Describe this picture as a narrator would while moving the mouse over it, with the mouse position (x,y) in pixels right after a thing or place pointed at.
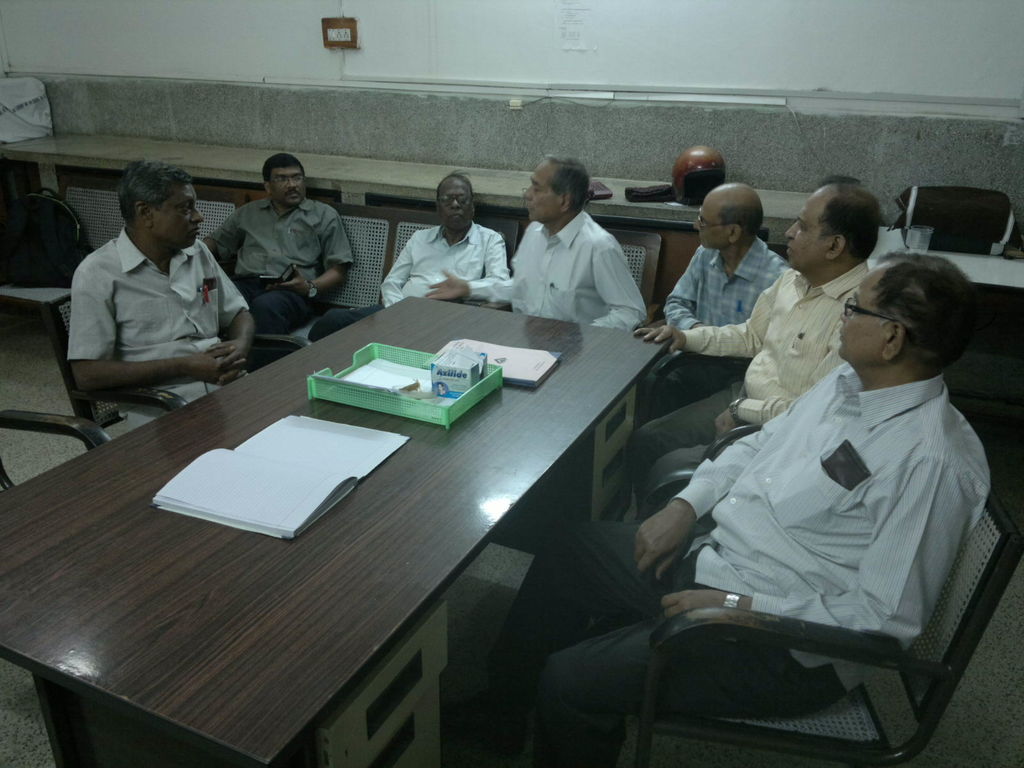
In this image in the middle (432,486) there is a table (331,583) on there are books (331,507) and box (438,371), around the table (614,368) there are many people (597,291) sitting. On the right (845,525) there is a man (833,516) and he wears shirt (824,522), trouser (635,654) and watch (735,603). On the left (150,348) is a man (151,354) he wears shirt (176,331) he is sitting. In the background (308,174) there are many chairs (412,217), bag (924,196), table (1004,271) glass (909,229) and wall (807,144).
